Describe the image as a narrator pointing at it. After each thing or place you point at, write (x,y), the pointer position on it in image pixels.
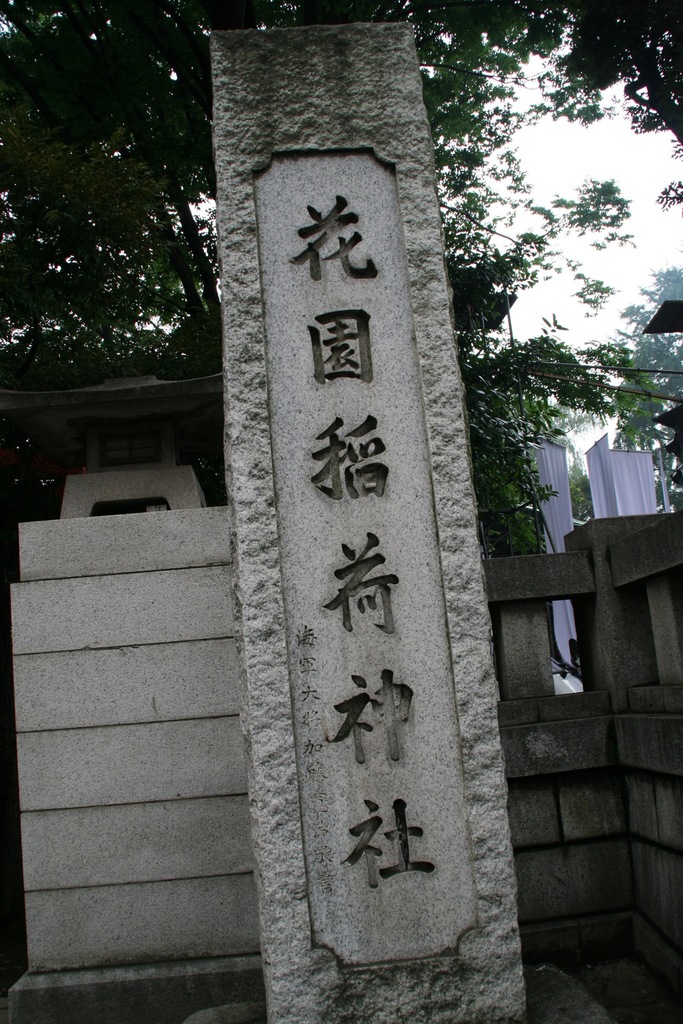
In this picture we can see something is written on the stone (424,684). In the background (108,934) we can see wall (590,837), clothes (611,490), trees (521,424), and sky (625,326).
